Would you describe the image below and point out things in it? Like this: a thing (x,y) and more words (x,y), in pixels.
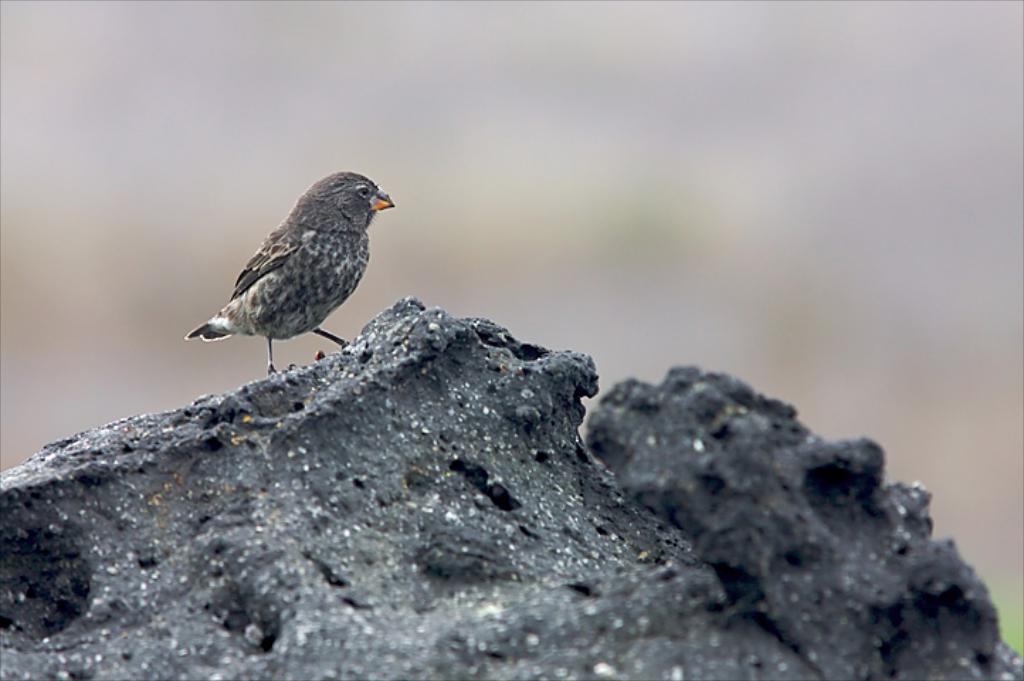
In the center of the image (343,344) we can see a bird (312,327) on the rock (364,478).
